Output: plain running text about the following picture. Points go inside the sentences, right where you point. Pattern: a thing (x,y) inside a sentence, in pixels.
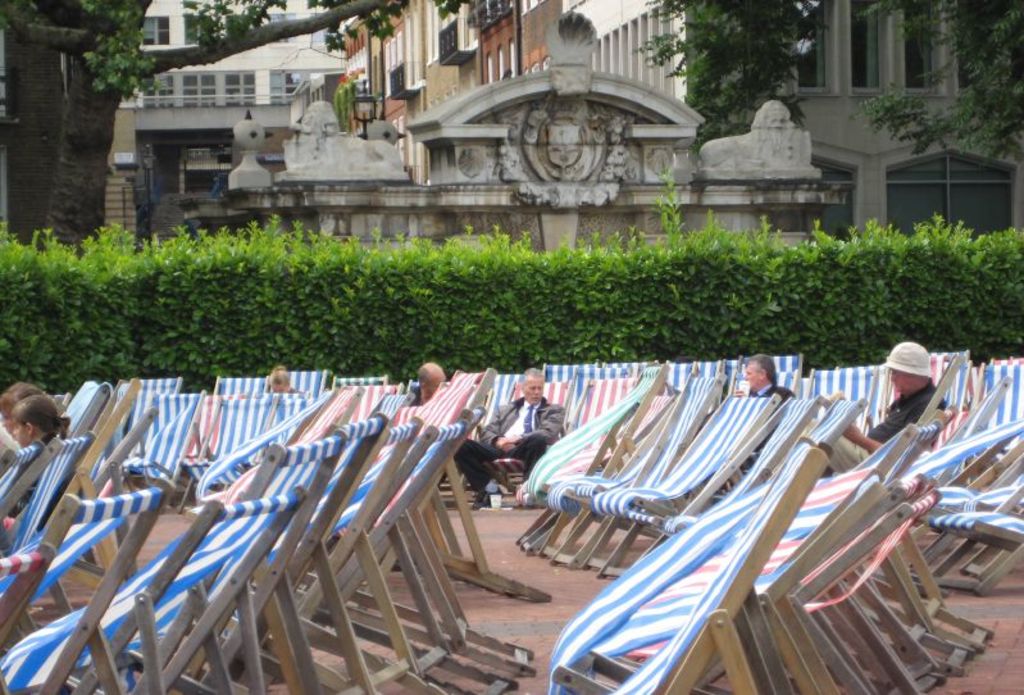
At the bottom of the image (583,499) I can see few people (29,431) are sitting on the chairs (383,504) and also there are many empty chairs (443,537). At the back (264,343) there are some plants (261,327). In the background (489,141), I can see few buildings (831,98) and trees (92,80).
